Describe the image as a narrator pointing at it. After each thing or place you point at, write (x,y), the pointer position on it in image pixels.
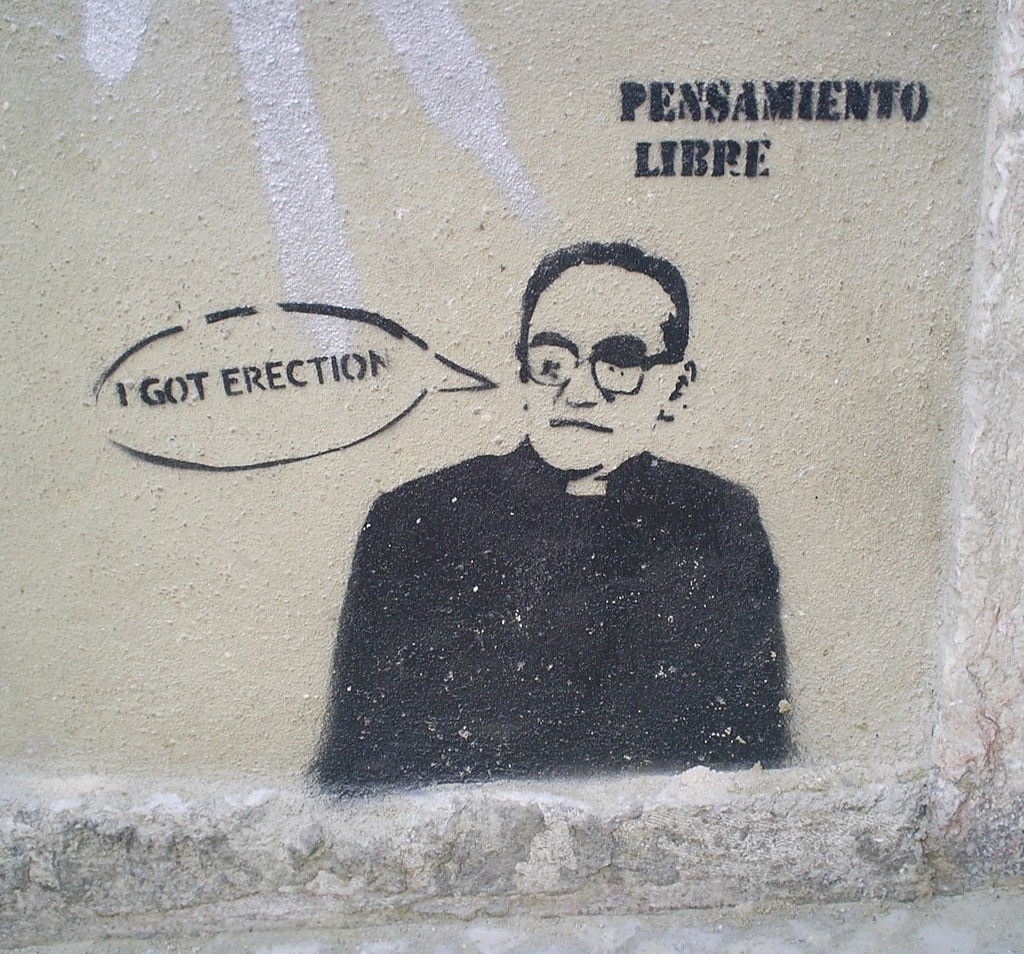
In this picture I can see there is a image (574,580) of a man (601,596) on the wall (679,375) and there is something written on the wall (216,367). The man (594,386) is wearing a black coat (592,581), shirt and glasses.
